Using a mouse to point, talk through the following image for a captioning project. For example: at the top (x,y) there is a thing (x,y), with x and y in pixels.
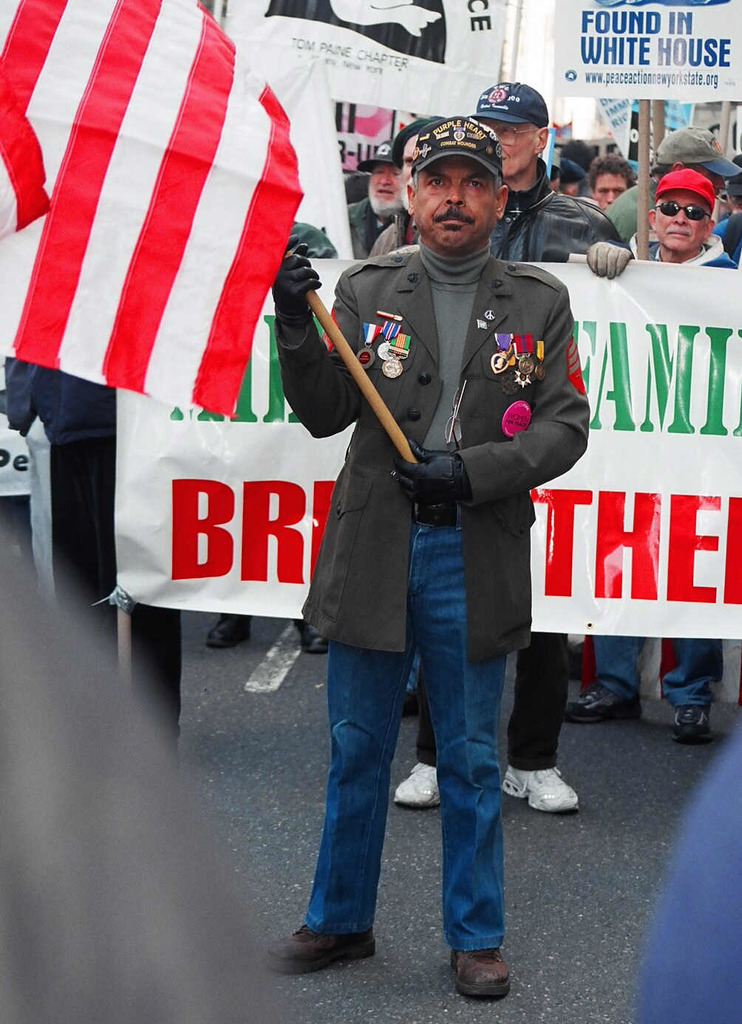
In this picture I can see a man (437,267) standing and holding a flag (212,145), there are group of people (679,253) standing and holding the placards (566,24), there is a person (677,187) standing and holding a banner (656,604).
